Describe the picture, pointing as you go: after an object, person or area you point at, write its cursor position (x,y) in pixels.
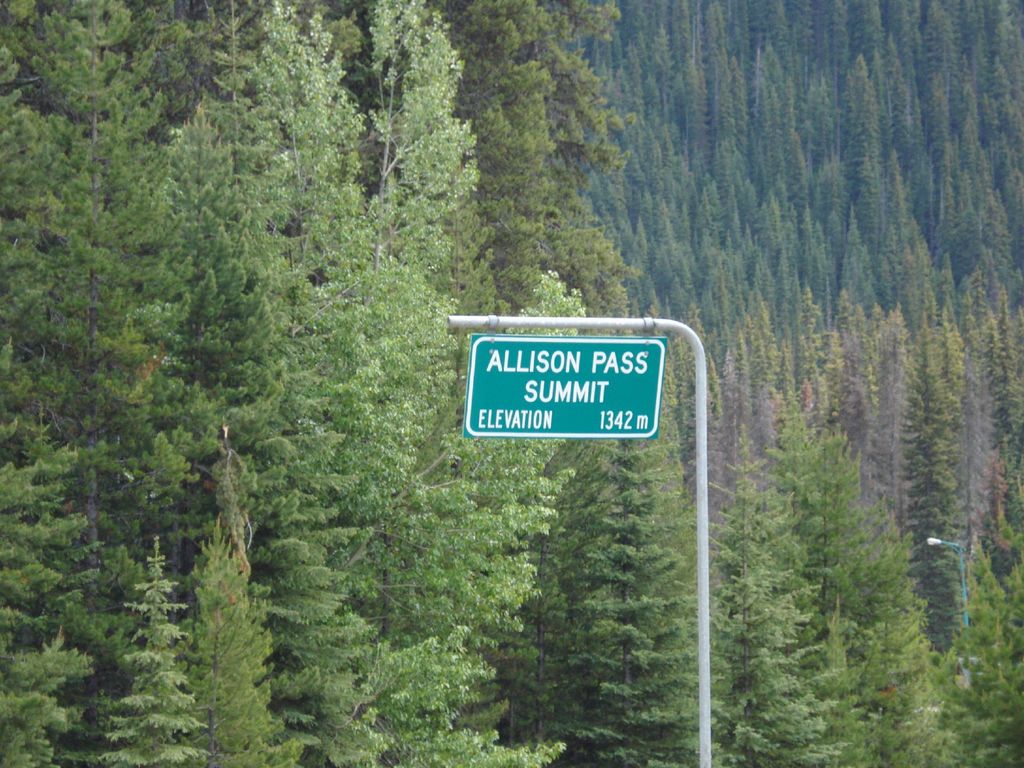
In the center of the image (534,356) there is a board (601,431). In the background of the image (559,456) there are trees (662,150). On the right side of the image (933,538) there is a street light (949,545).
